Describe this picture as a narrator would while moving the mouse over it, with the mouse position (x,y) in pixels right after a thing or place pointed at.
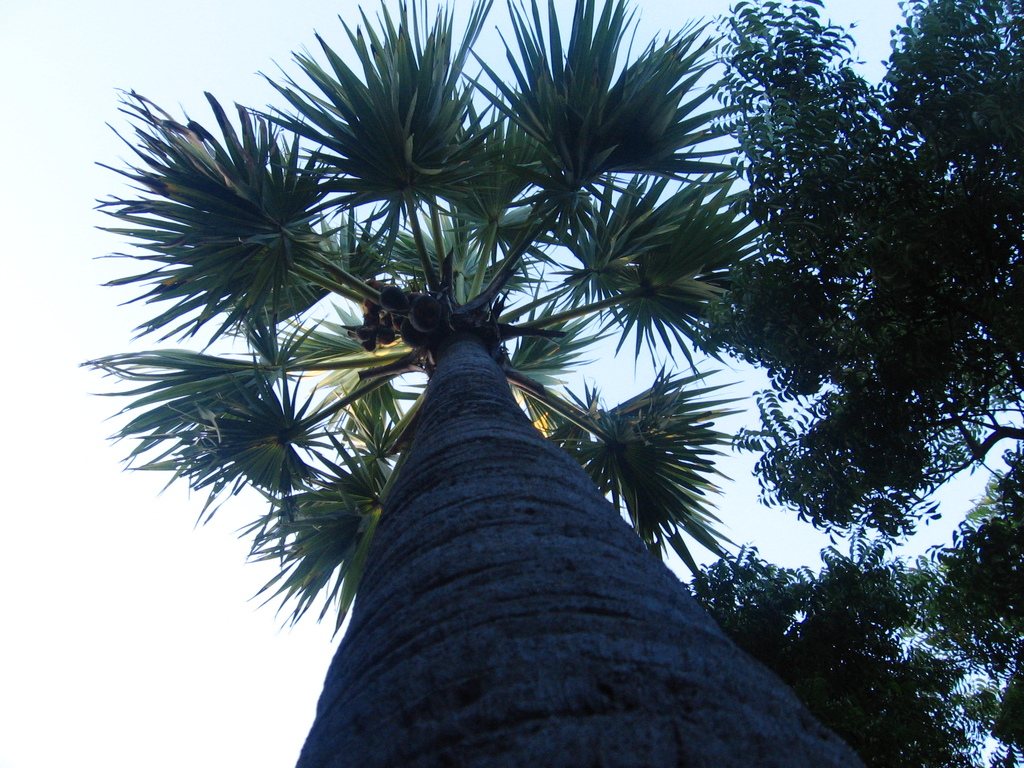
In the image there is a palm tree (420,339) in the middle (662,391) with neem tree (846,453) beside it and above its sky (29,276).
